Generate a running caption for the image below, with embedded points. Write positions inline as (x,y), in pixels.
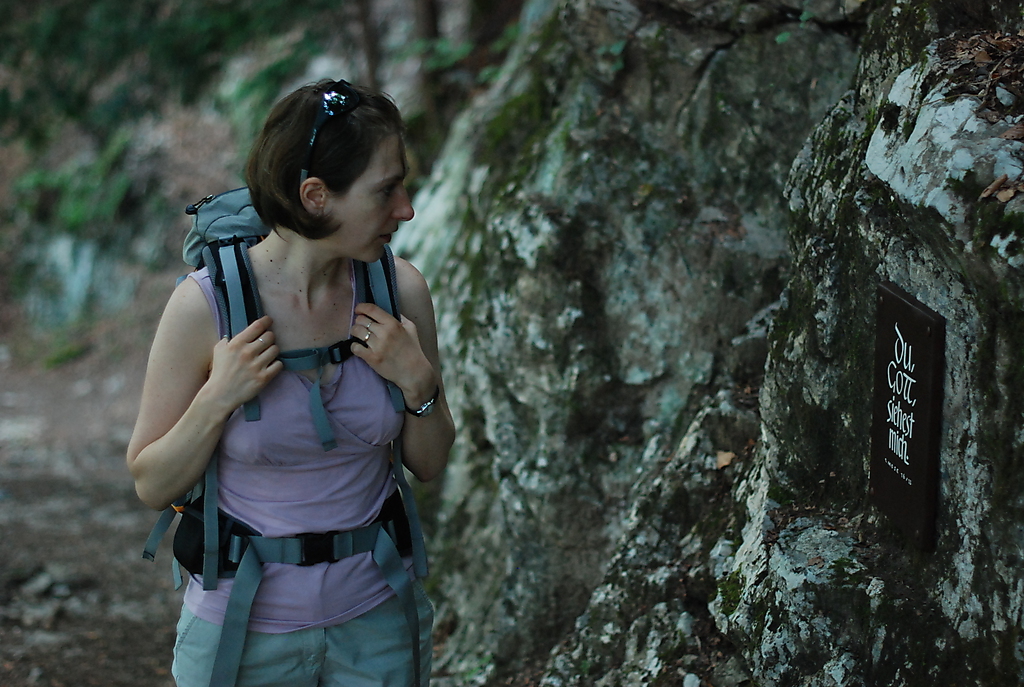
In the image we can see there is a woman (327,213) who is standing and she is looking at a tile (922,419) on the hill (730,394).
